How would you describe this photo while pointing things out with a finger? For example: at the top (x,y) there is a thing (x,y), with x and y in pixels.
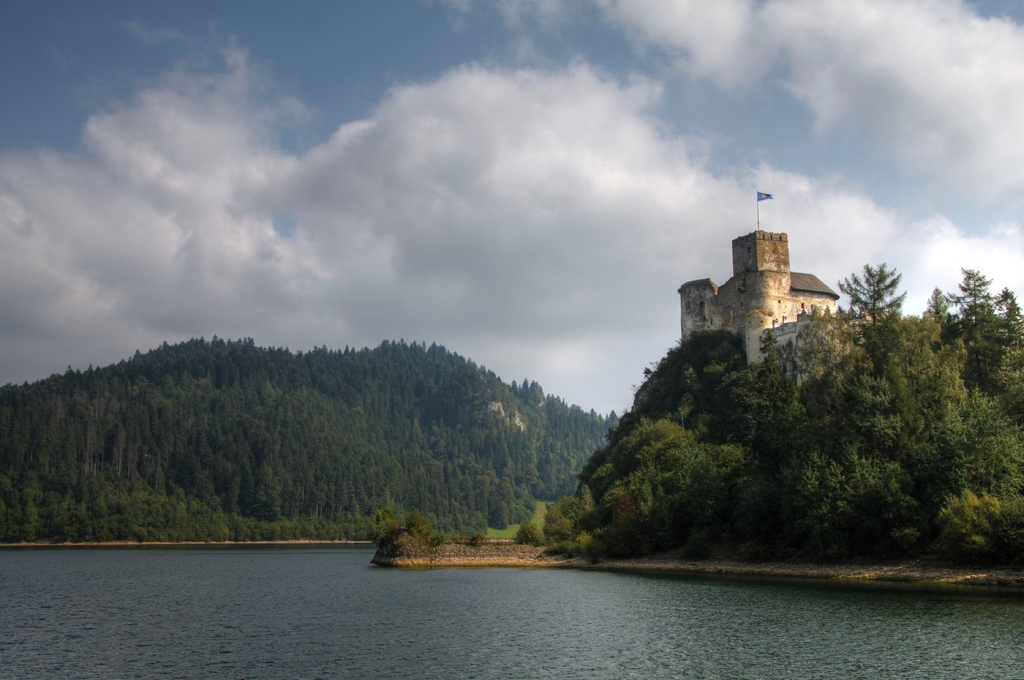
In this image we can see sky (308,132) with clouds (349,156), hills (327,422), trees (747,445), building (768,288), flag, flag post (756,198) and lake (685,623).
